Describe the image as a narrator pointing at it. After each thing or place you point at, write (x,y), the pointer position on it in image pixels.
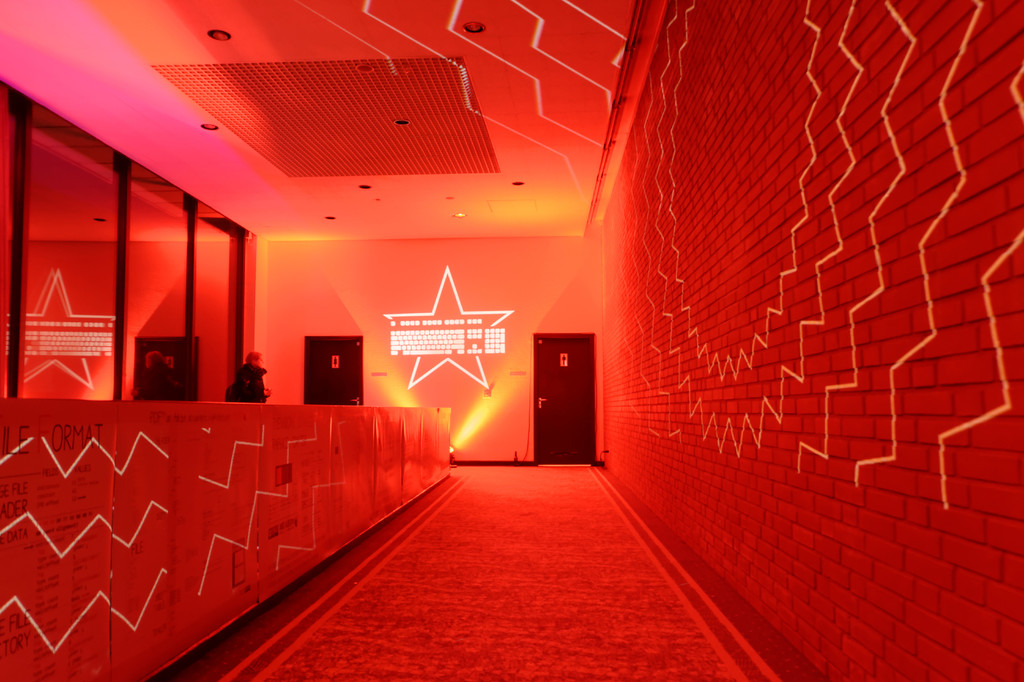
In this image in the background (343,365) there are doors (357,366) and on the left side (261,416) there is a person (259,395) standing and there is a board (188,525) with some text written on it. On the right side (843,392) there is a wall (817,396). In the background (481,318) there is a wall (476,355) and on the wall (442,306) there is a symbol (455,351).
